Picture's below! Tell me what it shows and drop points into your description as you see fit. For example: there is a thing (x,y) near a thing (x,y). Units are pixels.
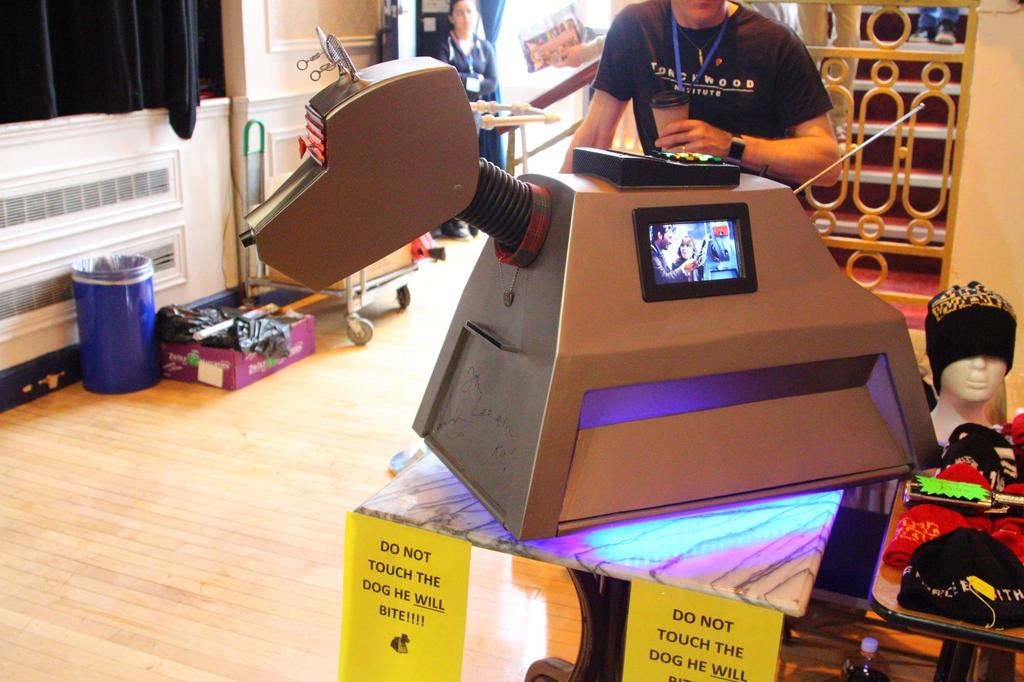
In this picture we can see a screen (646,259) on a machine (560,312) and the machine (520,384) is on a table (611,531) and to the table (584,564) there are boards (697,648). On the right side of the machine (906,396), there is a mannequin head (964,381) and some caps (969,459). Behind the man (748,71) there are two people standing and a person (712,81) is holding a cup (664,108). On the left side of the people (461,57) there is a wall (145,137) with a curtain (119,39) and on the wooden floor (168,436) there are some objects (128,299).
